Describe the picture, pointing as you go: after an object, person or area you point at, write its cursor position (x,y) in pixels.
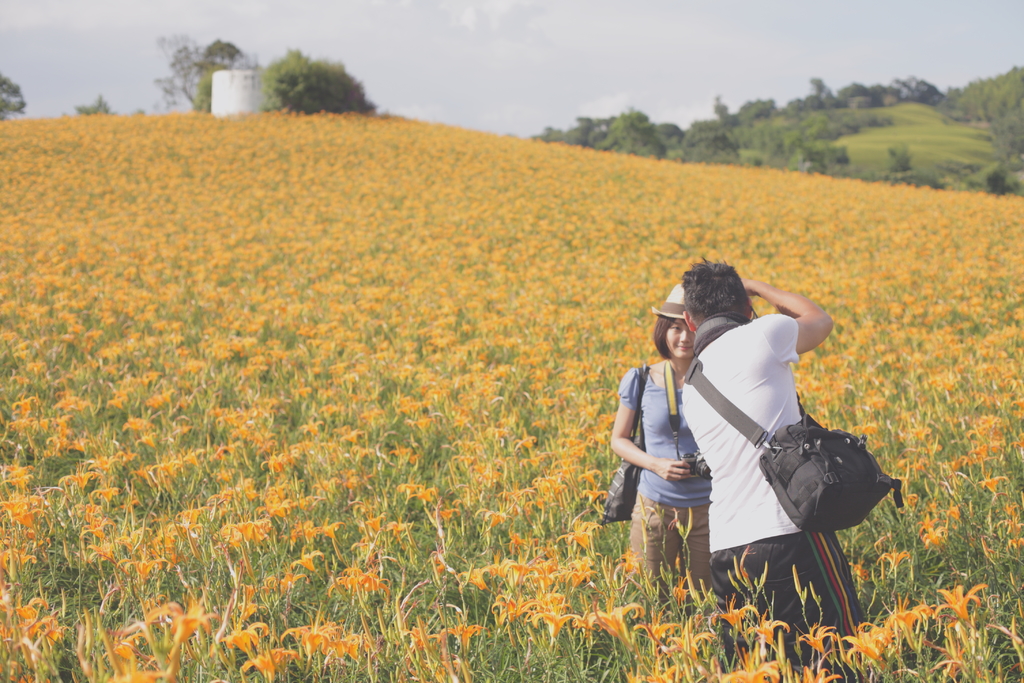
In the image we can see a man (736,389) and a girl (651,397) standing and the man (758,400) is facing back, they are wearing clothes (714,437) and carrying bags (709,383). Here we can see the flower plants (405,553), trees (809,109) and the sky (552,32).
